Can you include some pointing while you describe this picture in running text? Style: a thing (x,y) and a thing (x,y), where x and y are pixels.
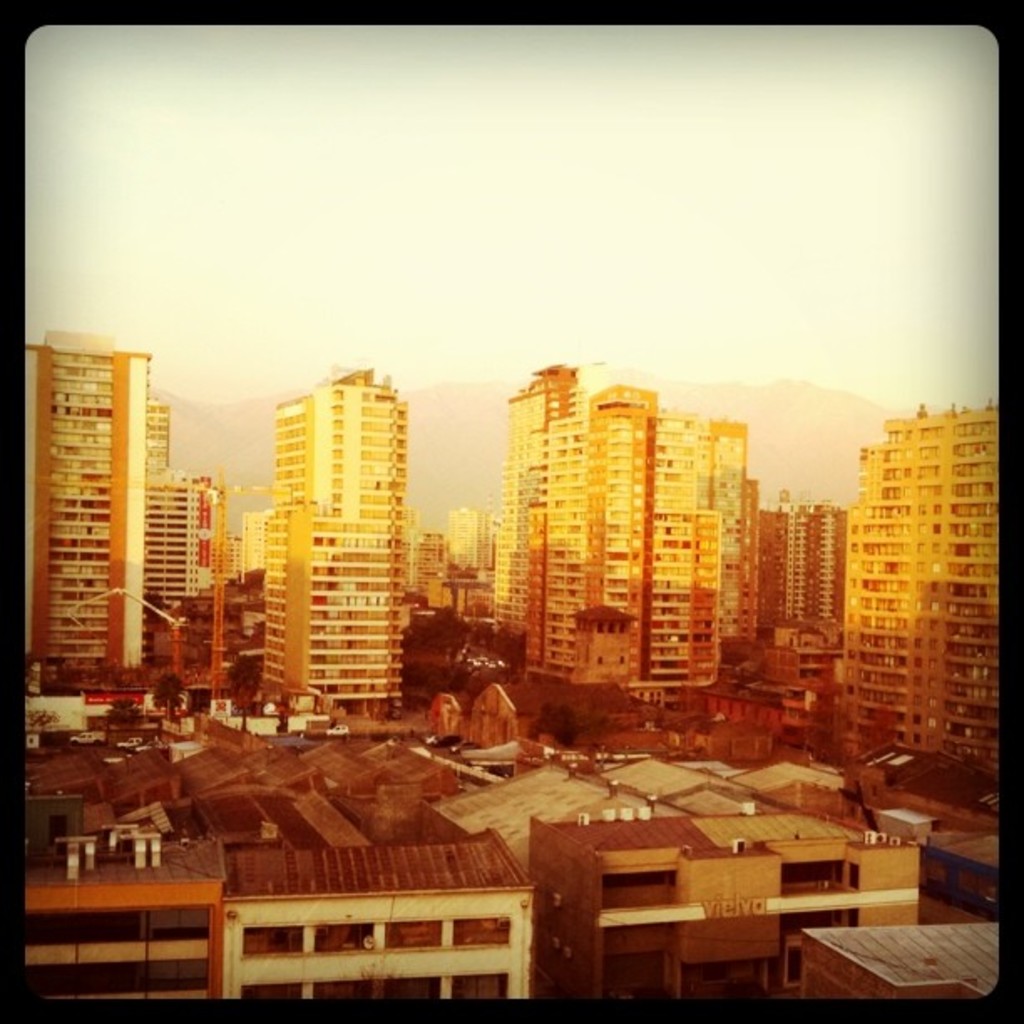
On the left side of this image (112,757) I can see a ground (140,737). There are some vehicles (92,741) and trees (131,711). In the background (384,634) there are some buildings (155,547) and trees (440,643). On the top of the image (604,160) I can see the sky (689,214).
